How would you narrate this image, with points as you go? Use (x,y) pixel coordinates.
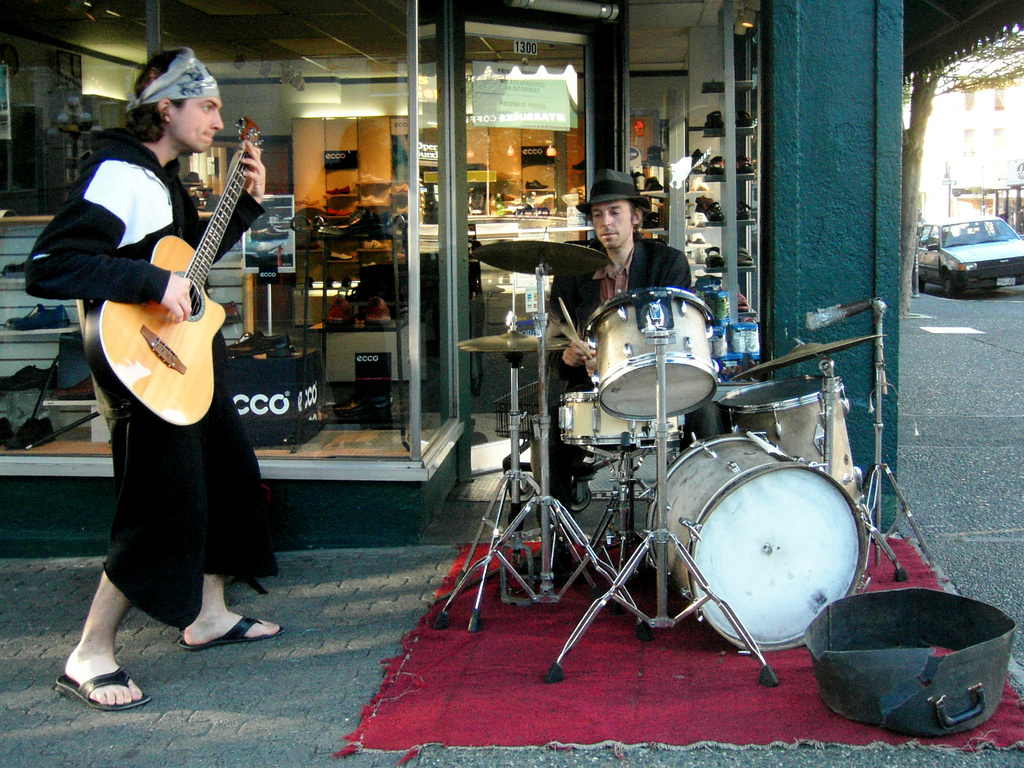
In this picture we can see man (160,586) standing holding guitar (161,412) in his hand (187,281) and playing beside to him other man (573,309) sitting and playing drums (670,468) and in background (347,126) we can see wall (388,105), glass (399,173), racks (748,223) with foot wear (707,205), car (924,248) on road (956,430), tree (921,122).
